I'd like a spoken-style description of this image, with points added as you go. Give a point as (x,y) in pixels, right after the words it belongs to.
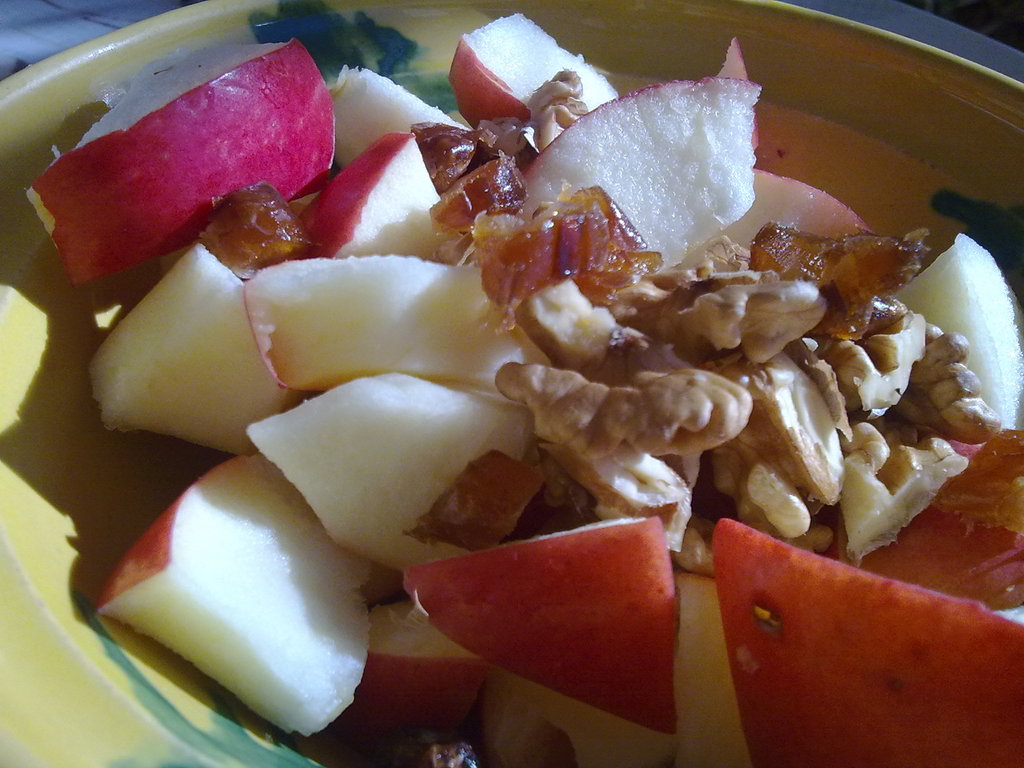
In this image we can see some food (631,421) in the plate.
